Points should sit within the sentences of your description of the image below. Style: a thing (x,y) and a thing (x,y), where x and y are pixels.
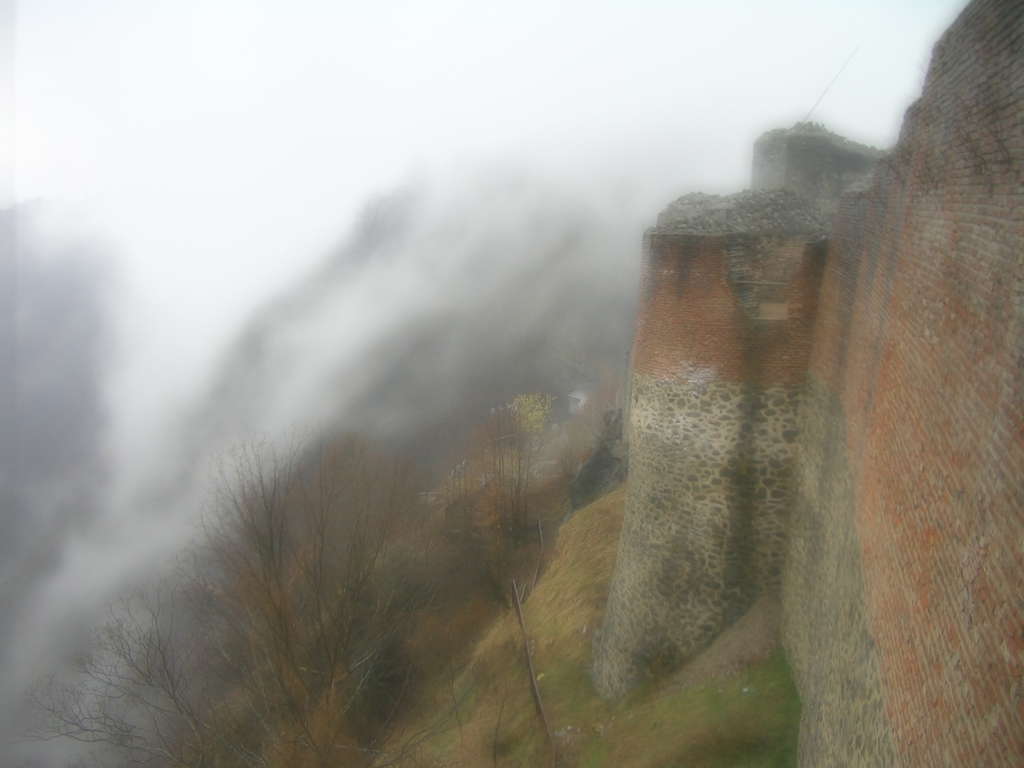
Right side of the image (794,433) we can see brick wall (806,503). Bottom of the image (458,626) dry trees (373,664) are there. The sky (264,76) is in white color.
